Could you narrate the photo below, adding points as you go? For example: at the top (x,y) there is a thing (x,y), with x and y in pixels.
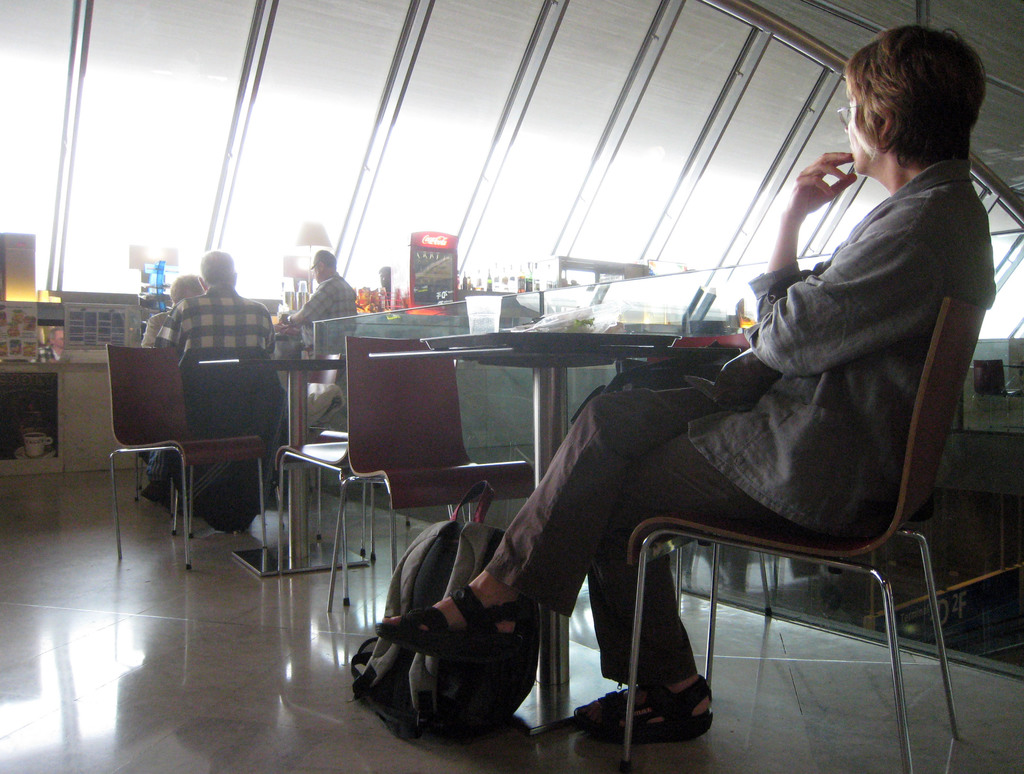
In this picture we can see a woman (794,375) sitting on a chair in front of a table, there is a bag (462,572) which is placed on a floor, in the background (224,421) we can see two person (179,313) sitting on chairs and also we can see lamps (293,259) and some of the papers (81,317) here, on the right side of the picture (694,270) we can see glass (414,313).
